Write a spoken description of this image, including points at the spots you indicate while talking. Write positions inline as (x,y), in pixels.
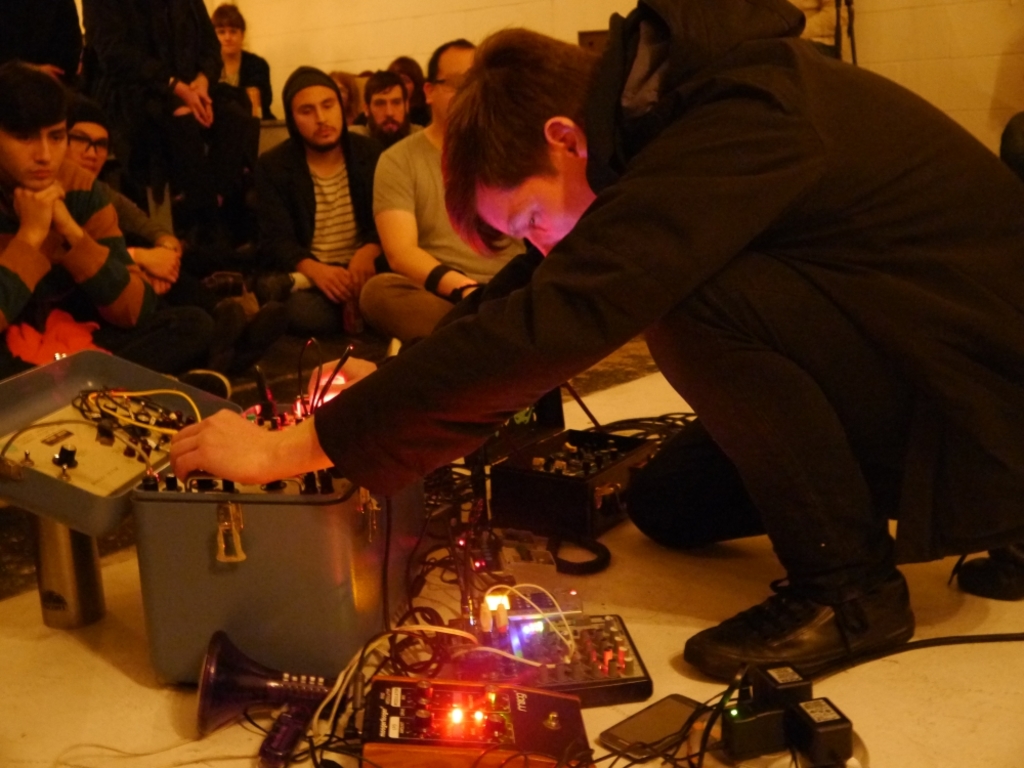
In the foreground of this image (578,577), on the right (690,358), there is a man (747,480) squatting on the floor (673,579). In front of him, there are electronic equipment (336,629). In the background (205,231), there are persons (362,191) sitting and standing and the wall (390,27).
